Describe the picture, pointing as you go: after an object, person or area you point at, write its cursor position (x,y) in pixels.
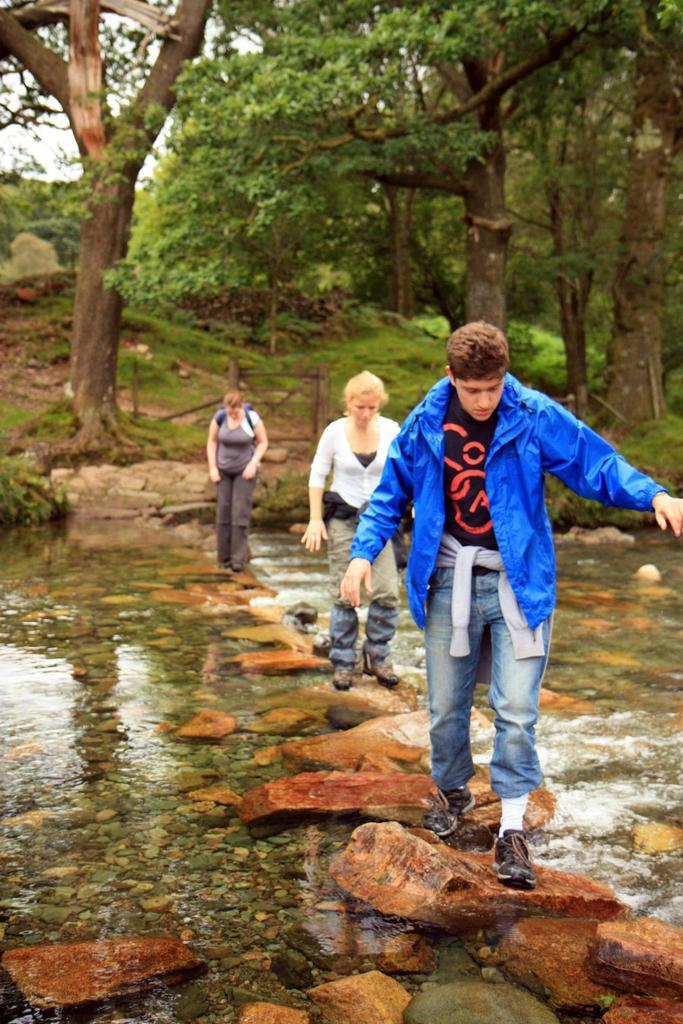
Here in this picture we can see a group of people (230,476) crossing a place by stepping on the stones (434,843) present over there as we can see water (274,646) present all over there and we can also see other stones (599,604) present in the water (610,649) over there and we can see plants (228,362) and trees (177,153) behind them all over there.
